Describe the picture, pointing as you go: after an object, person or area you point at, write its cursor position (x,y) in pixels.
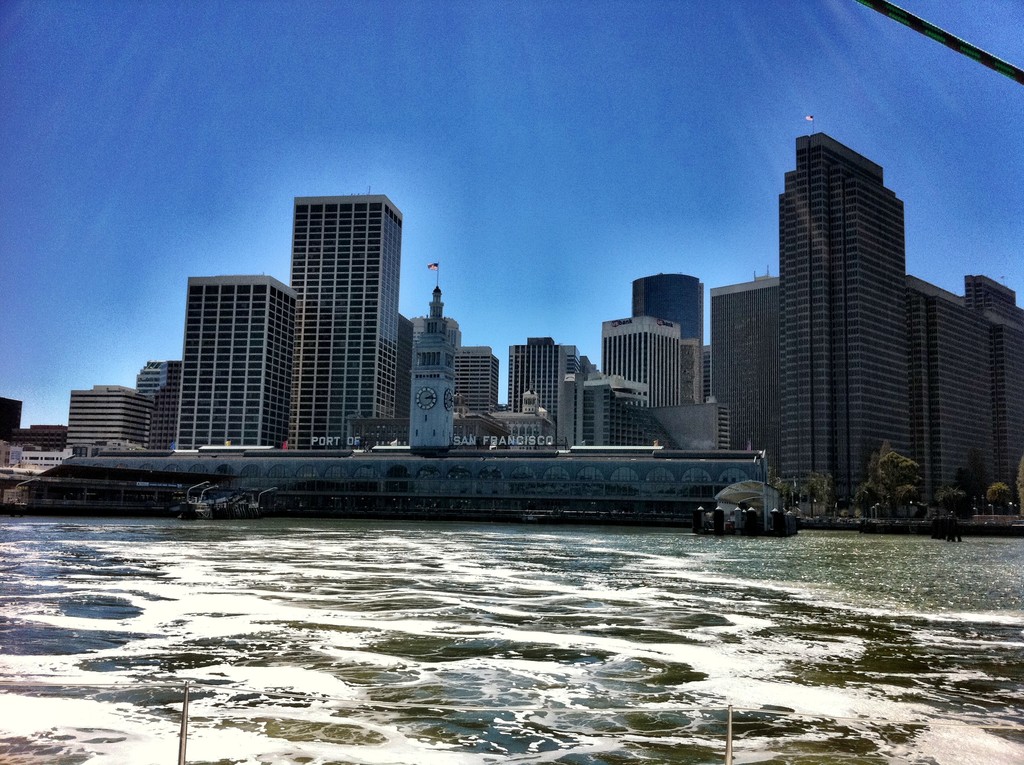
In the foreground of the picture (328,588) there is a water body (349,585) and railing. In the center of the picture (603,367) there are trees (818,491) and buildings (542,346). At the top of the buildings (446,372) we can see flags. At the top (534,71) it is sky (708,73). At the top (974,56) towards right (915,25) there is an object (899,14).
